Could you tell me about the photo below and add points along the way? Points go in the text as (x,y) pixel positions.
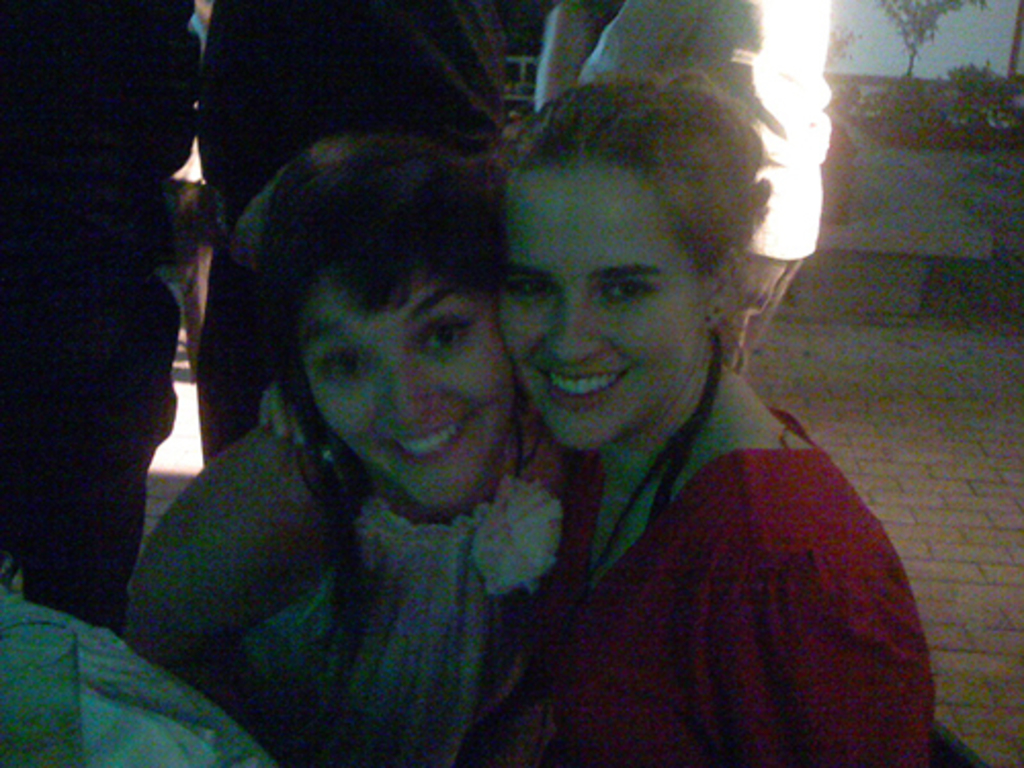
In this image I can see two women (719,483) are smiling and giving pose for the picture. In the background (56,313), I can see few people (302,80) are standing. On the right side (986,111) there is a bench (887,209) and trees (975,101).
